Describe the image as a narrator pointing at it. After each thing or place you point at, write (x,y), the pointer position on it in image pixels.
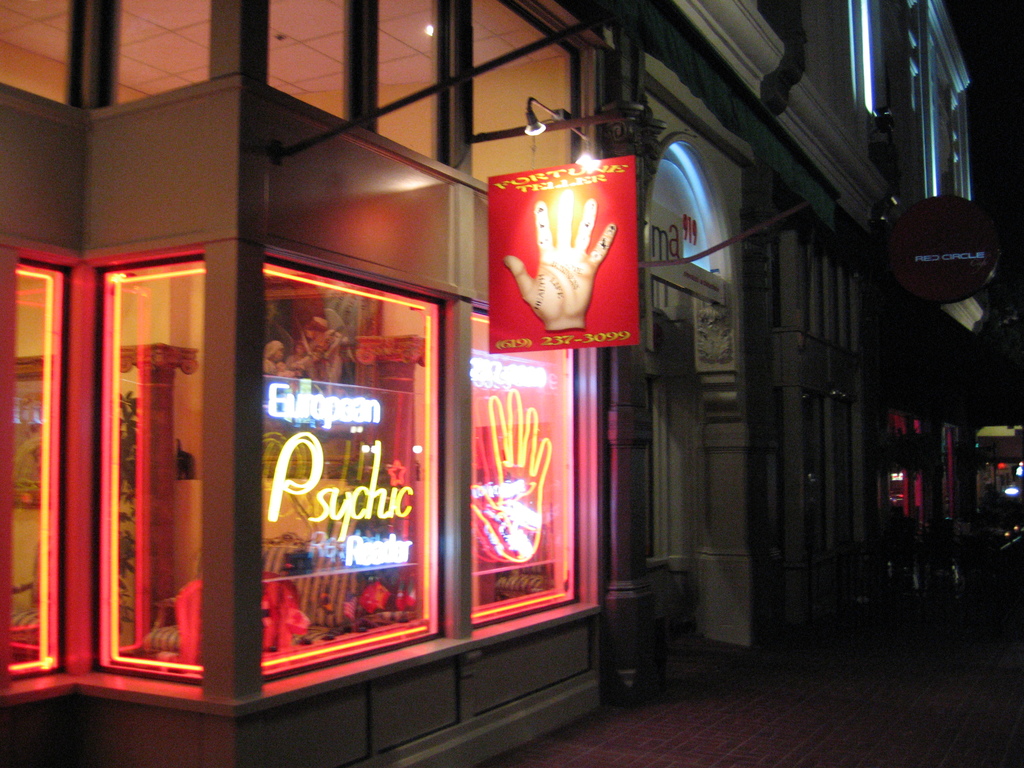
In this picture we can see store (229,430), boards (587,265), lights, wall (731,302), door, roof (384,46), glass (384,46) are present. At the bottom of the image (803,694) road (803,755) is there. At the top right corner (991,62) sky (991,62) is there.
